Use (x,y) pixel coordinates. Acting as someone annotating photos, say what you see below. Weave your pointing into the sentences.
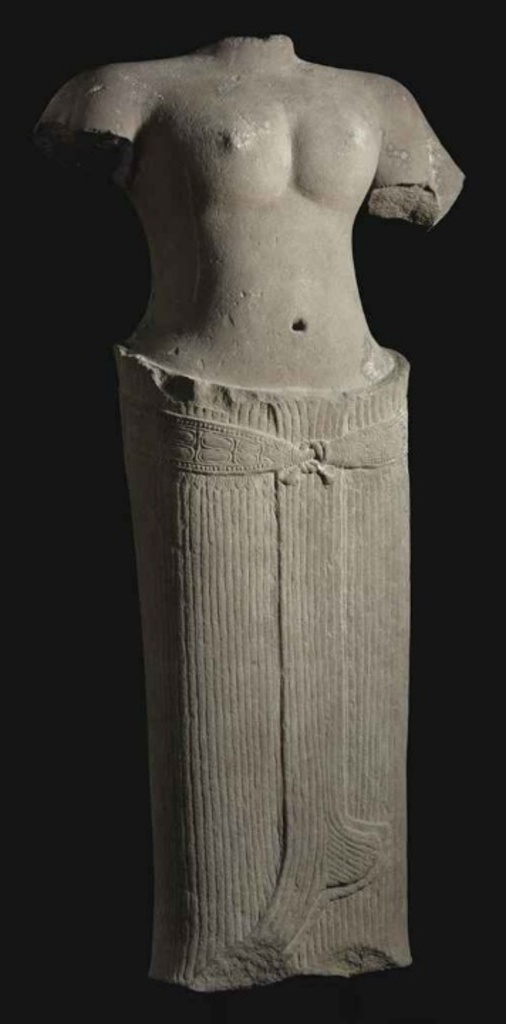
In this image we can see a statue (295,451) and dark background (110,726).
